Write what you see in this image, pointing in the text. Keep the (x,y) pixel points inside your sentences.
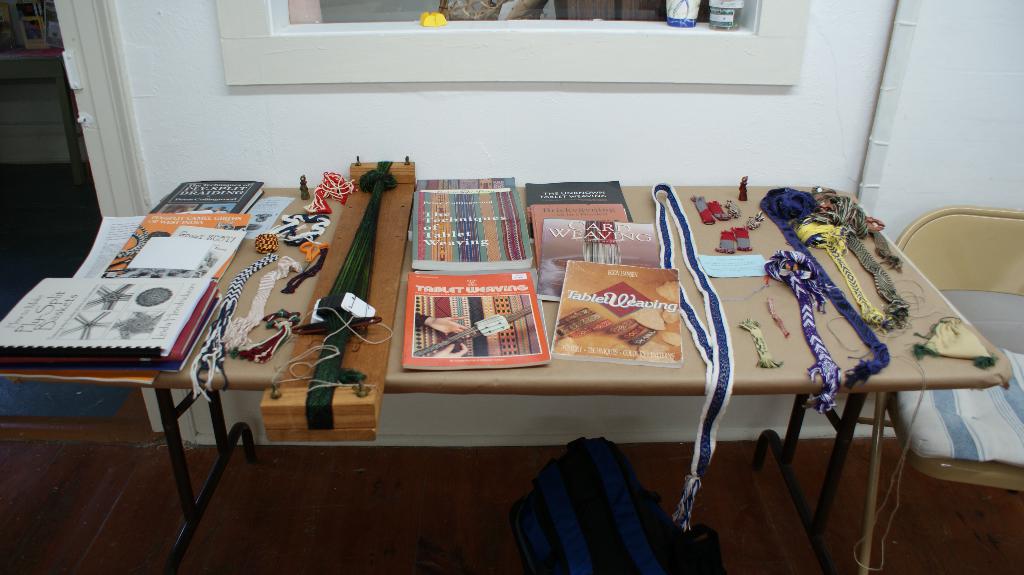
This picture shows a table (178,382) on which some books (539,274), threads (659,233) and some accessories (375,284) were placed. Under the table (484,392), there is a bag (554,515) on the floor (470,550). Beside the table (982,378), there is a chair (986,398) and in the background (729,144) we can observe a wall (486,110) here.
